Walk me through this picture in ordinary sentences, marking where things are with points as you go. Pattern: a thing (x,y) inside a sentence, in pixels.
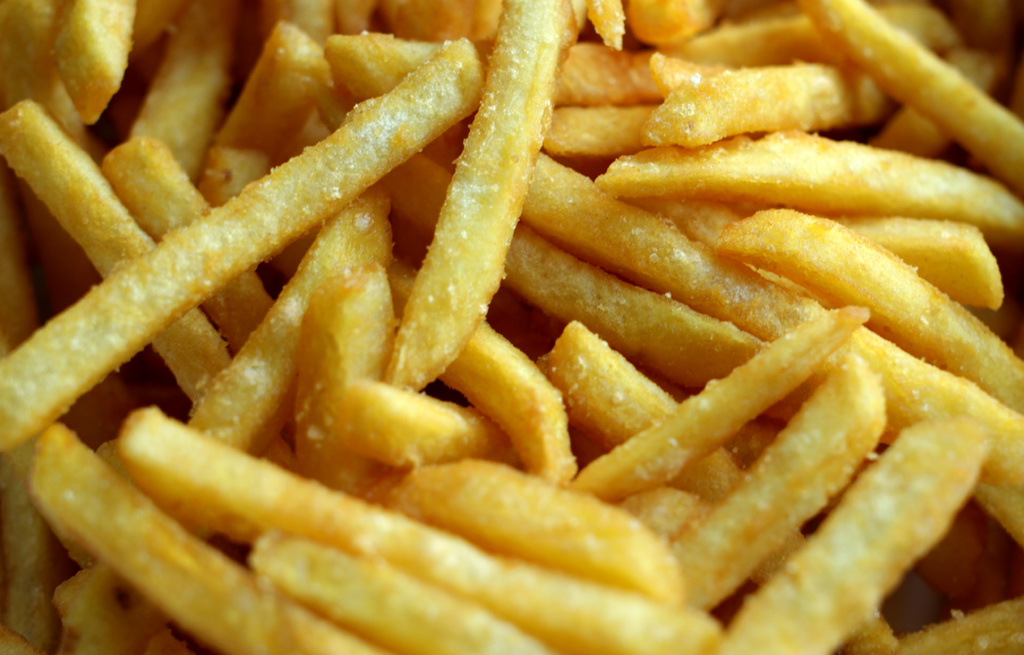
In this image there are fried chips (442,286).
